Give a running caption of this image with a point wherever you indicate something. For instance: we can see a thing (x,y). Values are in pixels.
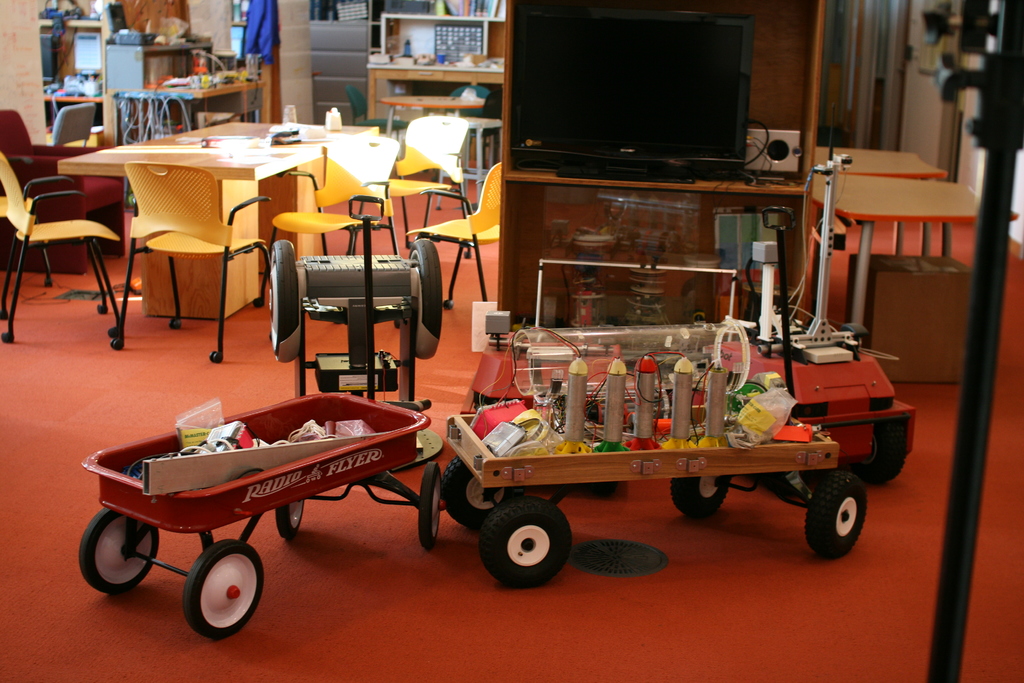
This picture is taken in a room (472,362). In the center (544,409) there is a vehicle (761,456) with some devices (551,330) attached to it. Behind that there is a desk (601,217), on the desk (615,192) there is a television (666,68). Towards the left (191,214) there are chairs (185,217) and table (273,151). In the background (413,66) there are desk (444,72).
